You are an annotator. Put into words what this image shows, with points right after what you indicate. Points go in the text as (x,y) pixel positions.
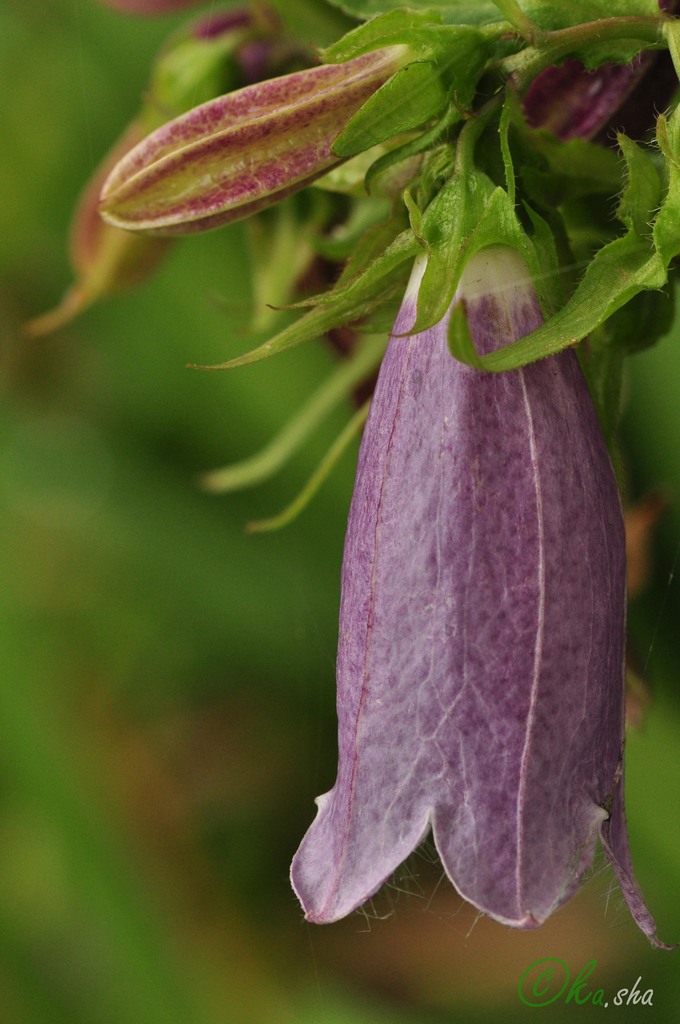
In this image we can see purple color flowers (466,551) and leaves (567,220). Right bottom of the image (596,994) watermark (589,998) is present.
